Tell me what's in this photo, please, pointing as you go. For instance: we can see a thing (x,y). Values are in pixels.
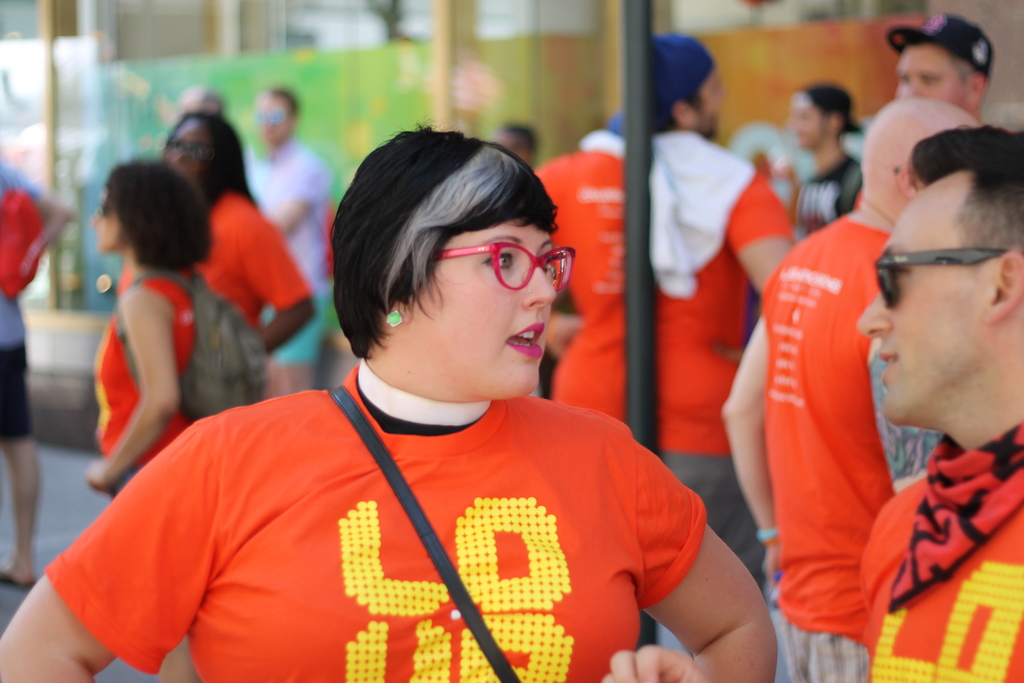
In this picture there are group of people (572,444) standing. In the foreground (583,435) there is a woman (497,349) with orange t-shirt (518,489) is standing and talking. At the back (46,157) there is a building (5,133) and there is a pole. At the bottom (39,513) there is a road (9,535).
